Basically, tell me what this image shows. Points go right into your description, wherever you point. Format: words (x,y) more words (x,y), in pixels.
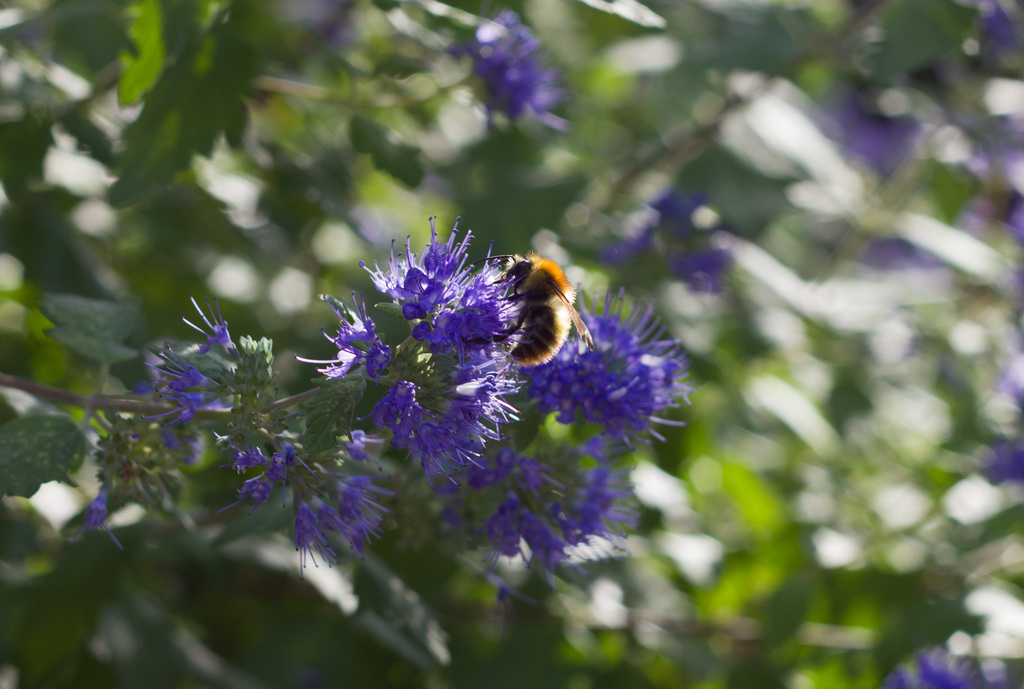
In this image, I can see an insect (506,335) on a flower (467,354). These flowers (394,432) are violet in color. I think this is a tree (237,225) with the branches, leaves (176,285) and flowers (540,61).
